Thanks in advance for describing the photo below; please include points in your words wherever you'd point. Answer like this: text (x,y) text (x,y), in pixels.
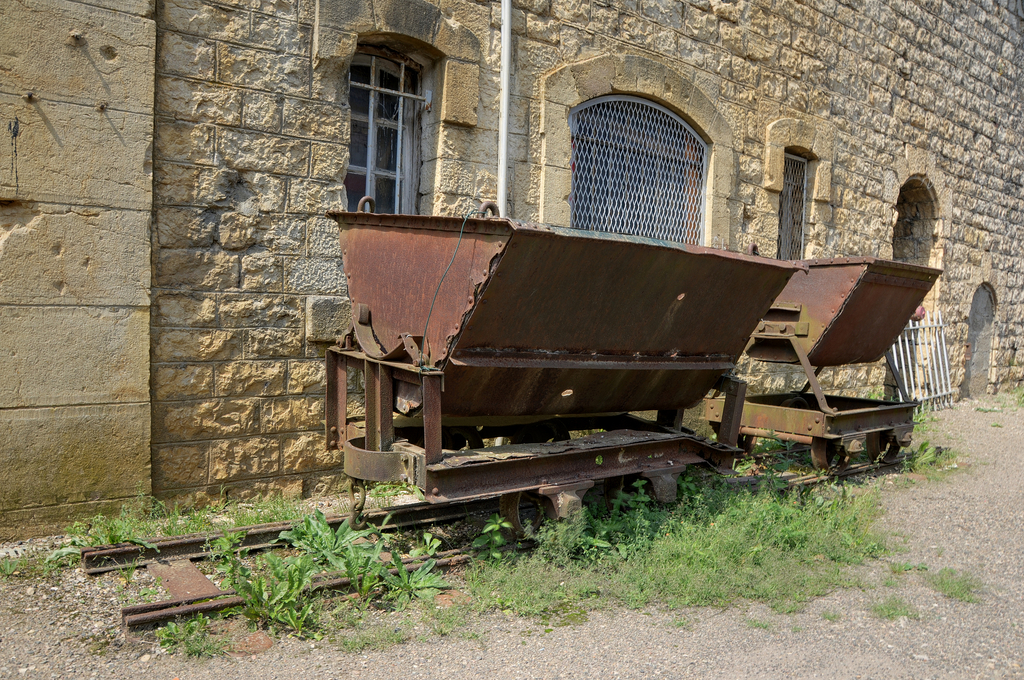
In this image in the center (563,317) there are trolleys (721,354) and on the ground (568,550) there is grass (590,569). In the background (450,86) there is a wall (460,103) and there are windows (643,176).
